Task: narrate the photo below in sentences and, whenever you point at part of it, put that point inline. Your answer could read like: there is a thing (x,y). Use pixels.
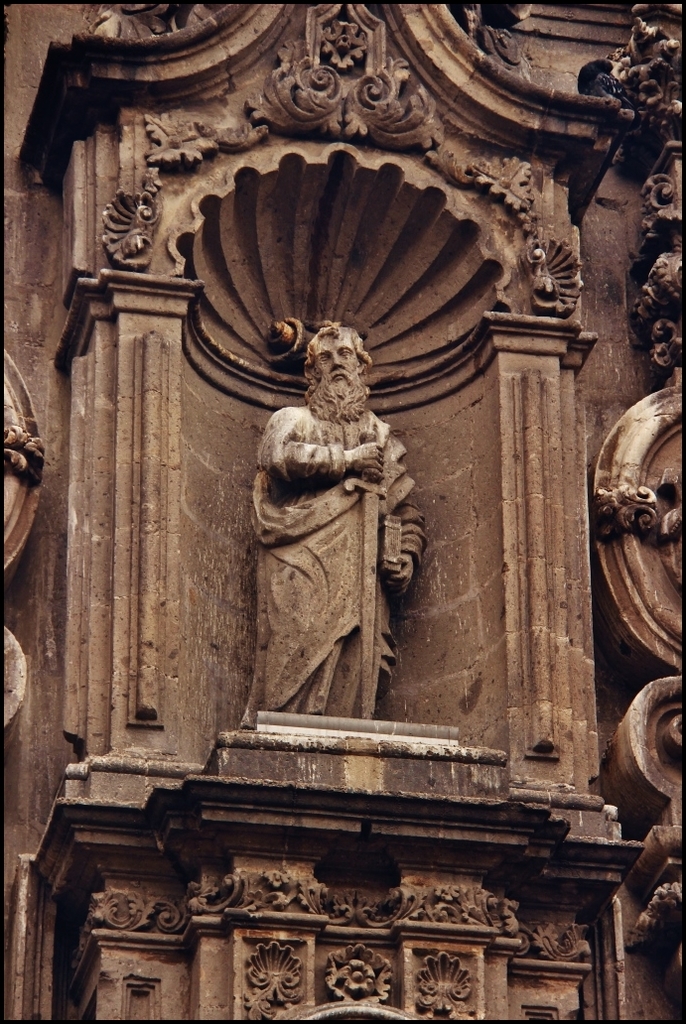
In this image, we can see a carved sculpture (282,465) and we can see some designs (353,45) on the wall (510,816).
